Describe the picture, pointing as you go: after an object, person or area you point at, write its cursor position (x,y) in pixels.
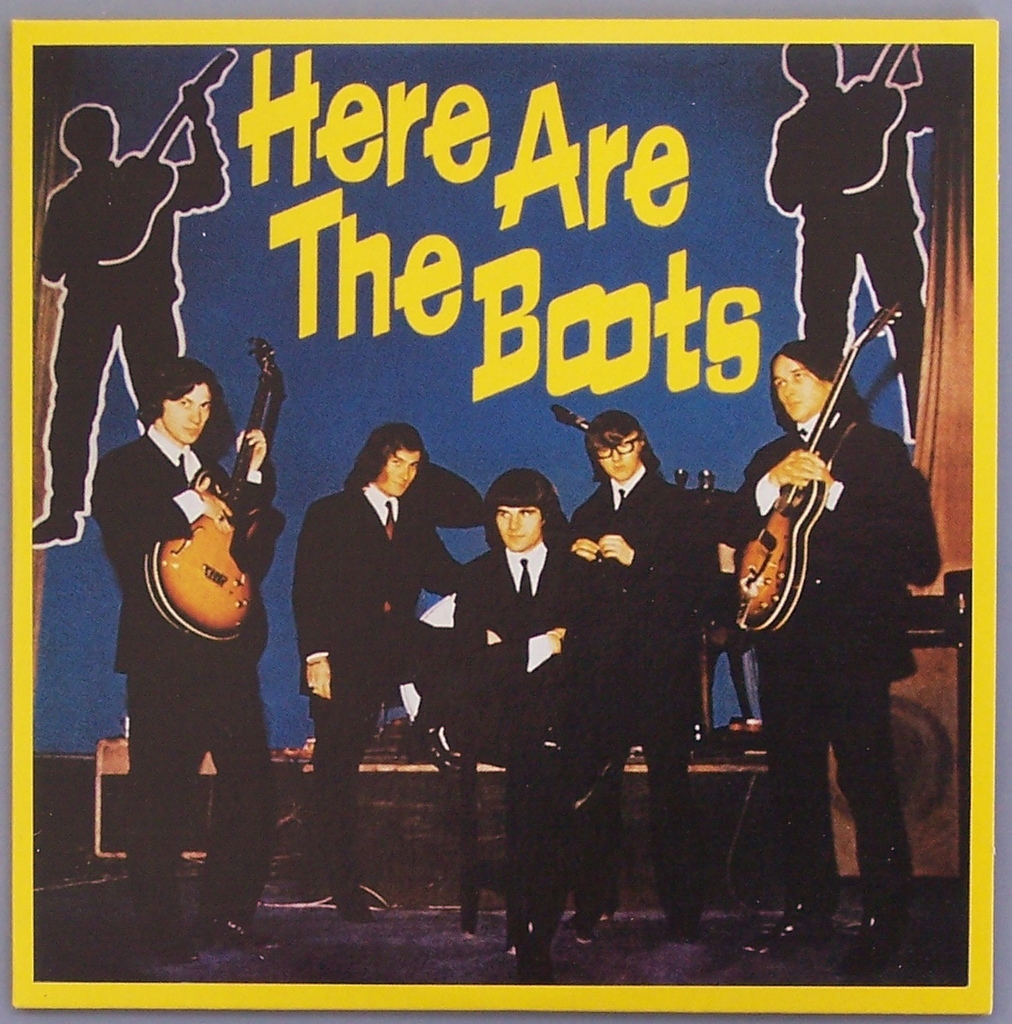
This is a poster in which people (131,589) are holding musical instruments (153,562) in their hand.
